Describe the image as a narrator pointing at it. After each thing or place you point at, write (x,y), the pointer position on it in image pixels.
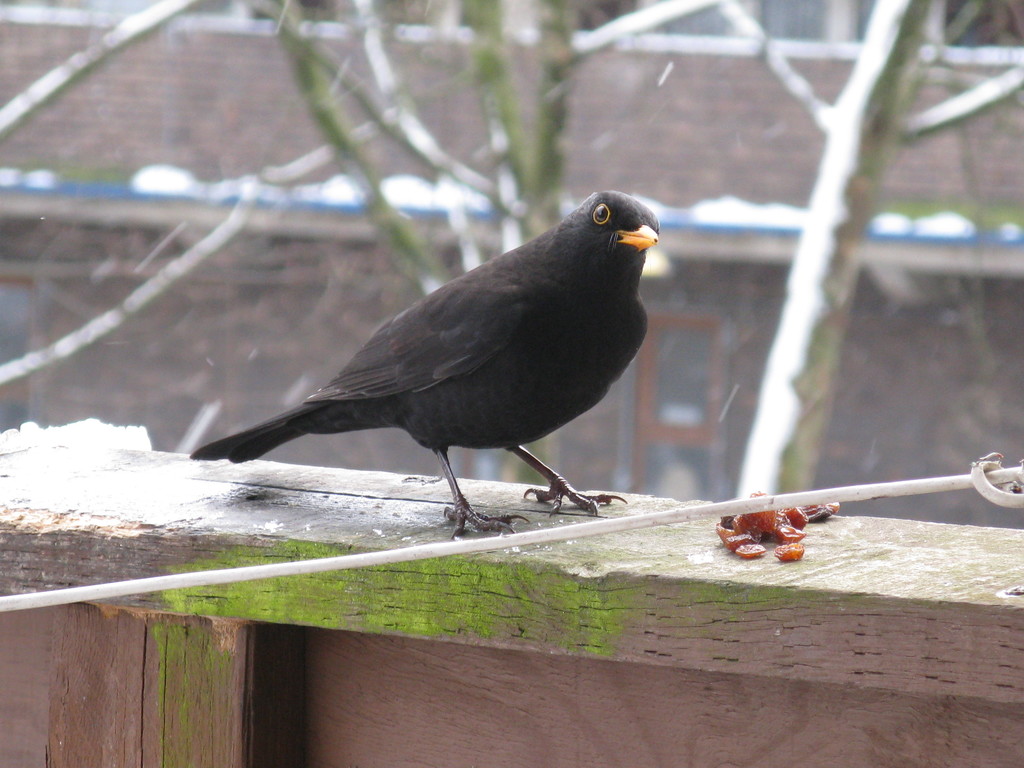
At the bottom of the image (199,514) there is wall (183,514), on the wall (279,514) there is a bird (547,317) and there are some nuts (773,533) and stick (817,497). Behind the bird (562,321) there are some trees (34,89) and building (962,284). Background of the image (1014,248) is blur.
